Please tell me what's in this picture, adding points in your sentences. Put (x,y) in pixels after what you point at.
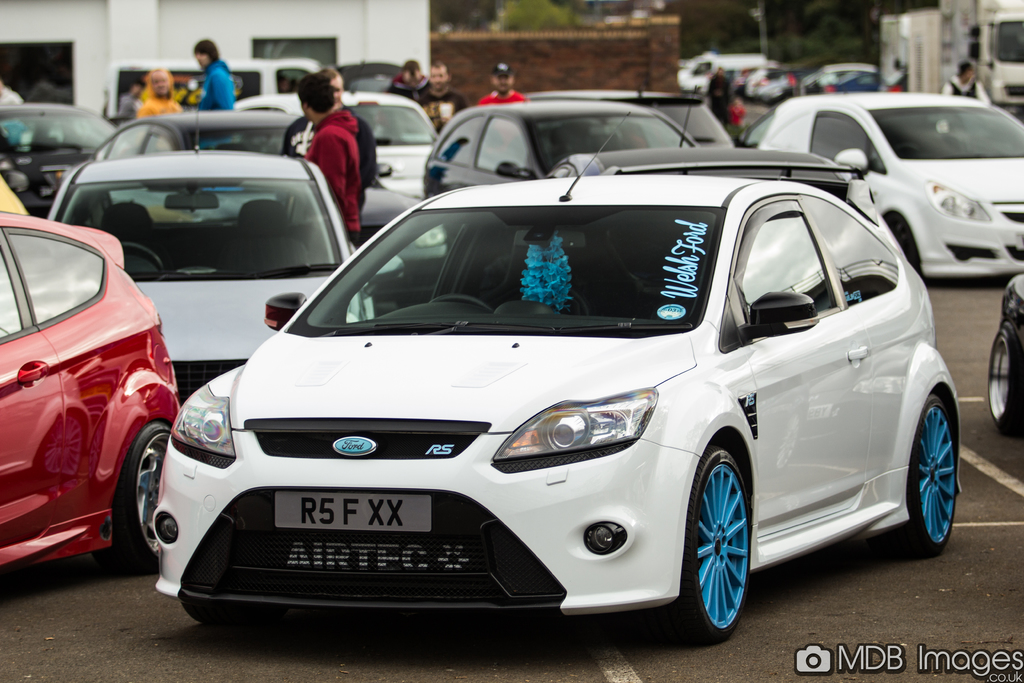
In this image we can see the vehicles (545,256) on the road (969,646). In the background (338,146) we can see some people (321,144), trees (863,22), building (376,33) and also the fencing wall (619,80). In the bottom right corner (858,646) we can see the text (909,659).
